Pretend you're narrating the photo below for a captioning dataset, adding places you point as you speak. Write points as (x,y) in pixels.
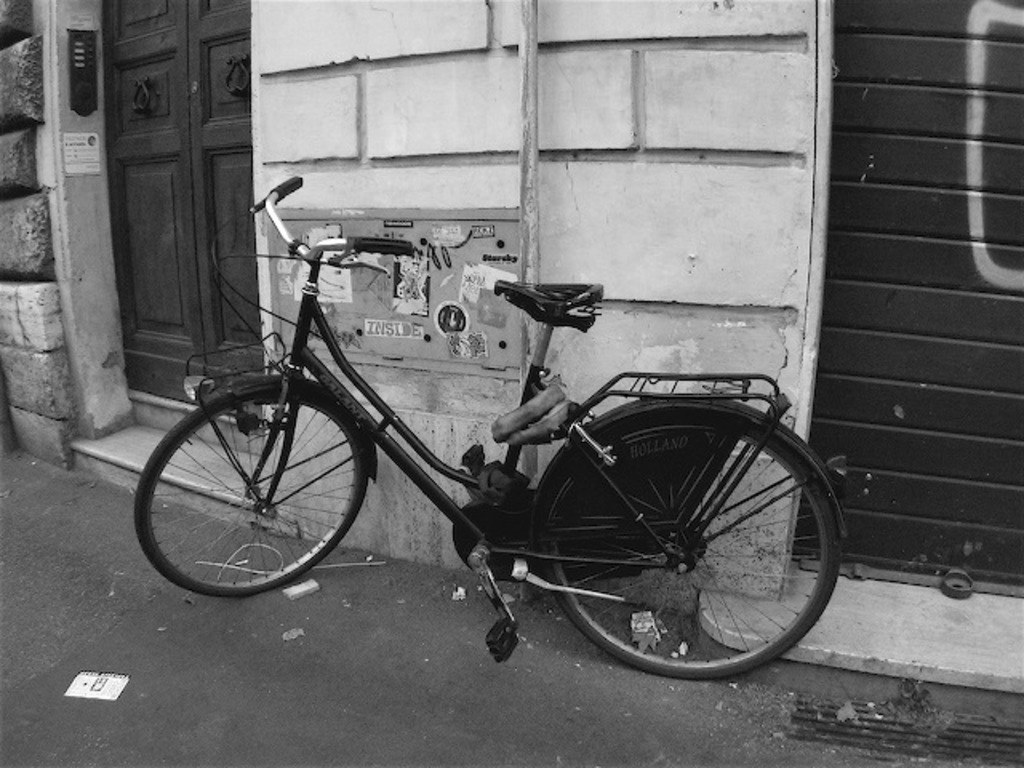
In this image I can see a bicycle (343,400) in the front (279,191). On the left side of this image (215,107) I can see doors (225,174) and on the right side (903,5) I can see a shutter (912,16). I can also see number of papers (297,292) on the wall (678,156) and I can see this image is black and white in colour.
